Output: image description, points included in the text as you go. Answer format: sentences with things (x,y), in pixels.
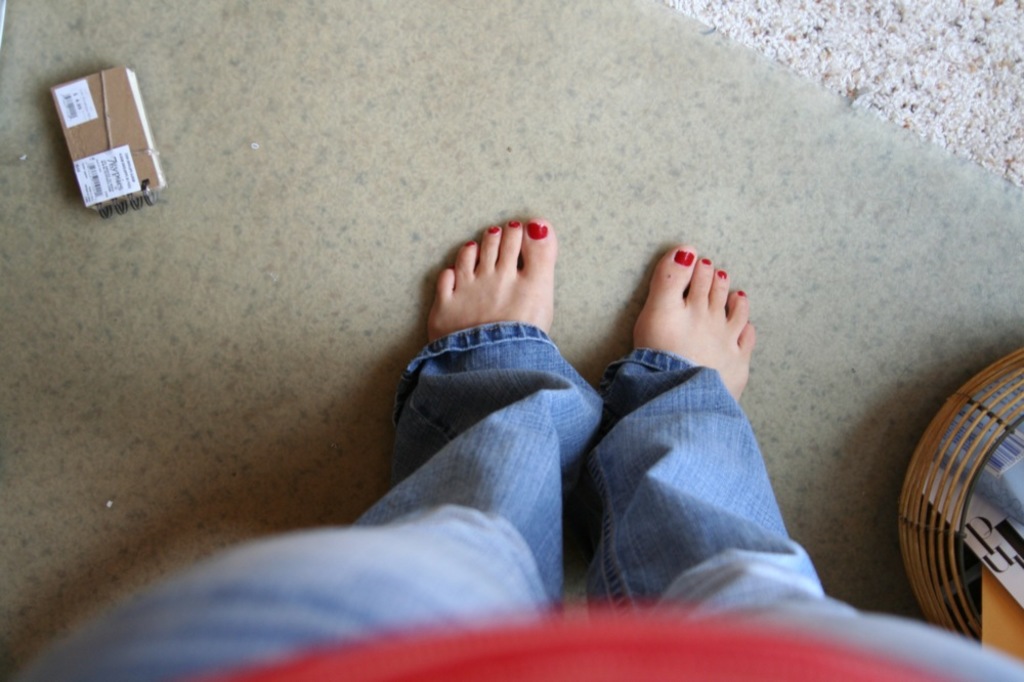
Here in this picture we can see a person (487,334) standing on the floor (612,279) and we can also see nail polish (538,231) on the nails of legs (685,269) and on the left top side (149,191) we can see something present on the floor (74,195) and on the right side (930,445) we can see a basket (909,487) with some books (991,500) present in it.
